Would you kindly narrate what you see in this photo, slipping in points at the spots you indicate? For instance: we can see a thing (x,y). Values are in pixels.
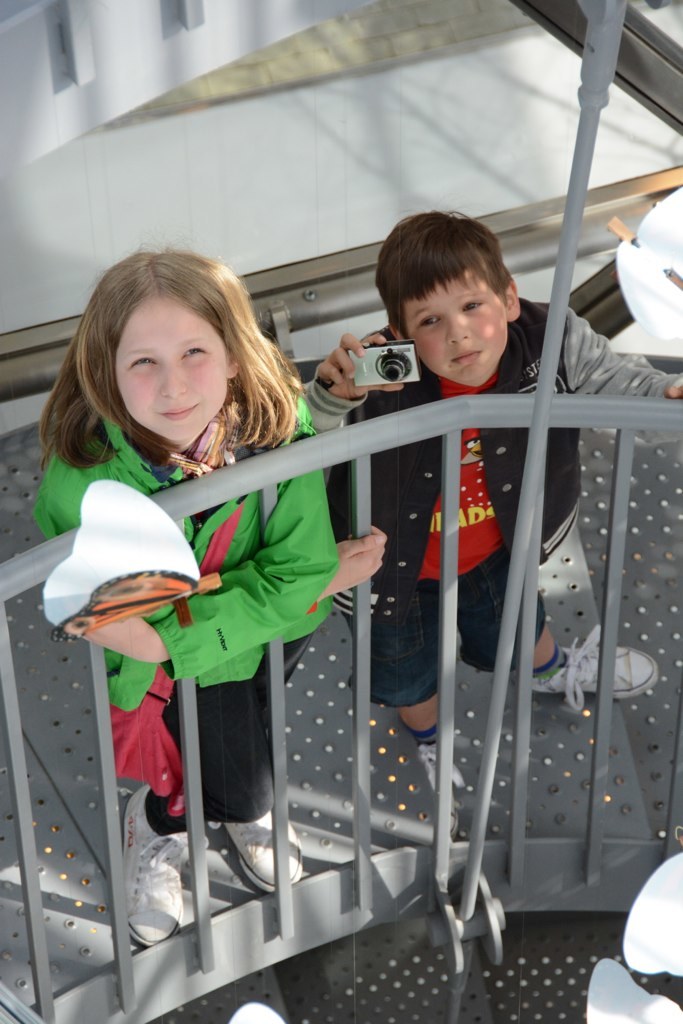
In this image there are two kids (292,517) standing on the metal platform (37,858) with the rods (515,770). The girl (259,594) is holding the object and a boy (436,391) is holding the camera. In the background of the image (453,174) there is a wall (534,35).
